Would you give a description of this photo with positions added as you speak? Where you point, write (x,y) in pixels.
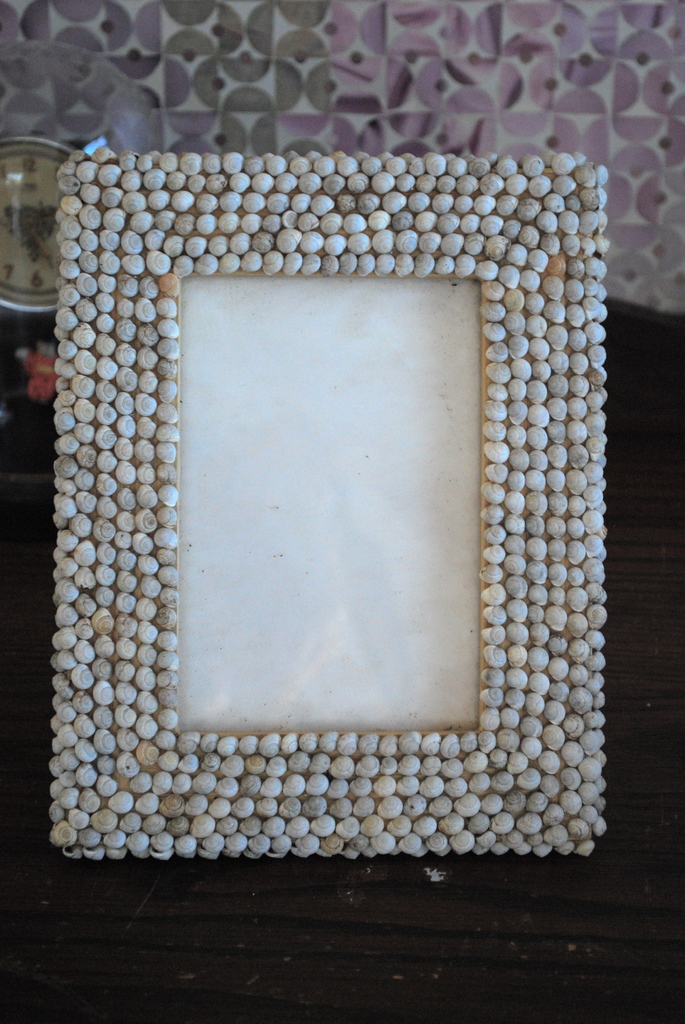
In the center of the image (344,419) we can see photo frame (265,826) placed on the table (444,877). In the background (211,134) we can see clock (49,148) and wall (291,64).
